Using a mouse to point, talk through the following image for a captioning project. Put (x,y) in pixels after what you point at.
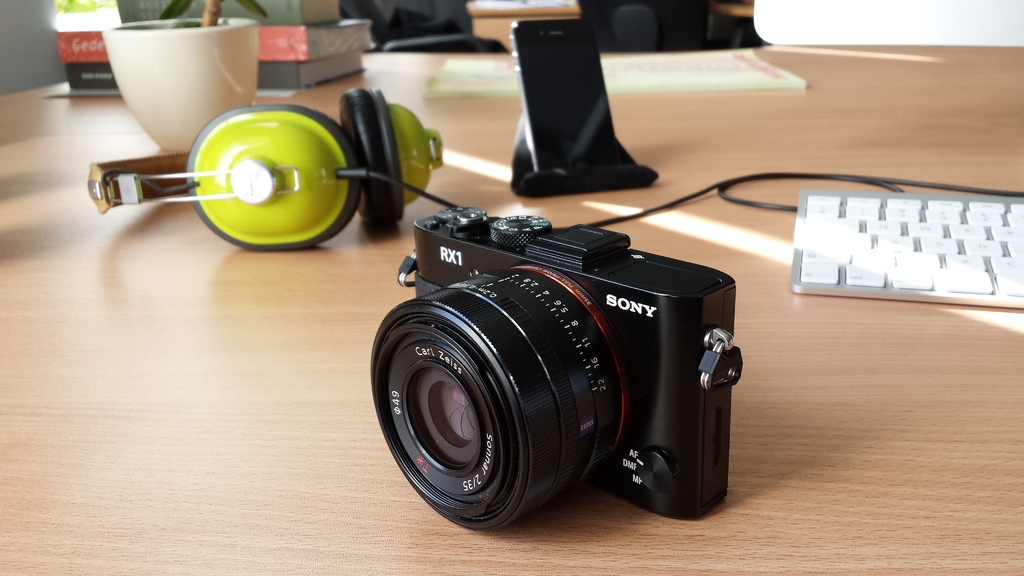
In this image, we can see a camera (458,235) on the wooden surface (712,126). There are books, keyboard (803,192), wired with headphones (280,189), stand (523,174) with mobile (582,111) and cup (181,87) with stick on the wooden surface (1013,78). At the top of the image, there are few objects (603,23).
